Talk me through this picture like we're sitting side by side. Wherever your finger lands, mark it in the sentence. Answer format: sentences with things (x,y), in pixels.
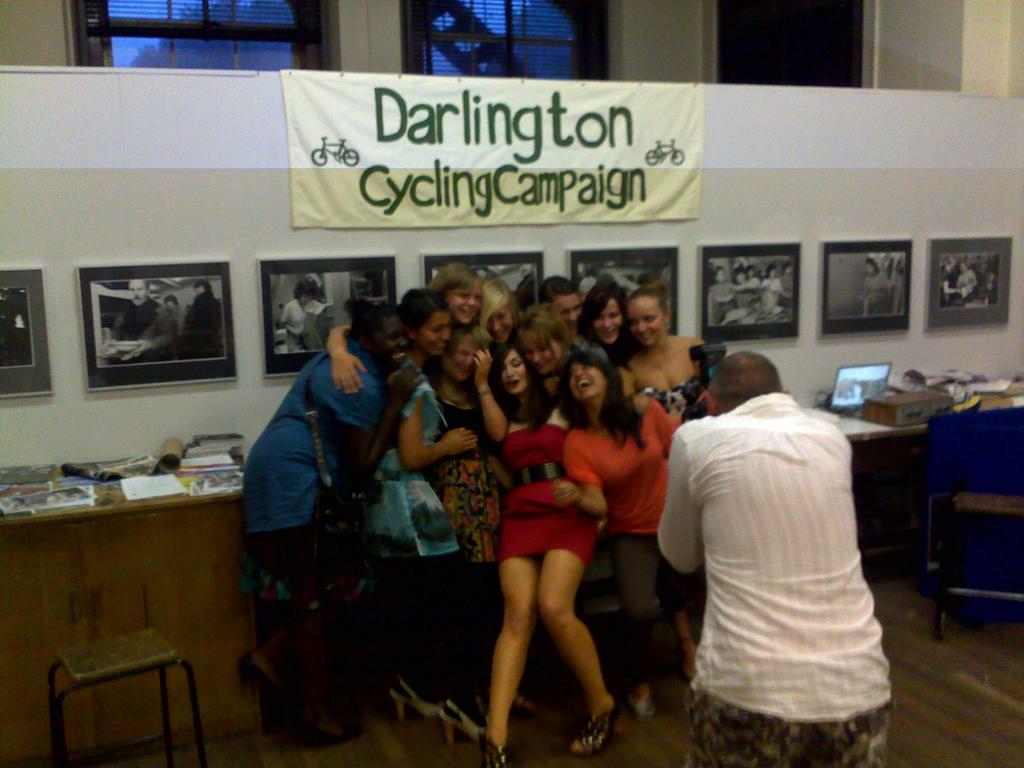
There are people (598,513) and this person (740,437) holding a camera (713,348). We can see screen (846,402) and objects (126,480) on the table (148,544). We can see banner (590,216) and frames (761,283) on the wall (171,120) and windows (284,34).
